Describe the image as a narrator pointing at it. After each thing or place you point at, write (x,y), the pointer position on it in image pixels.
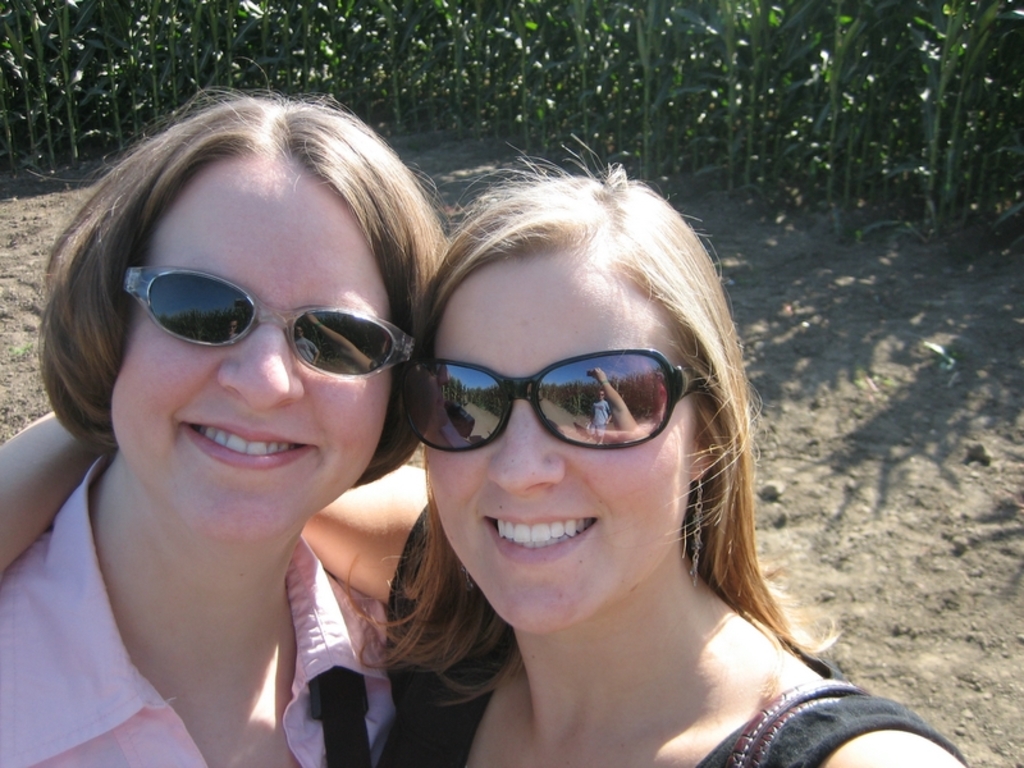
In this picture we can see two women (124,643) wore goggles (604,358) and smiling and in the background (916,113) we can see corn plants (463,114).
